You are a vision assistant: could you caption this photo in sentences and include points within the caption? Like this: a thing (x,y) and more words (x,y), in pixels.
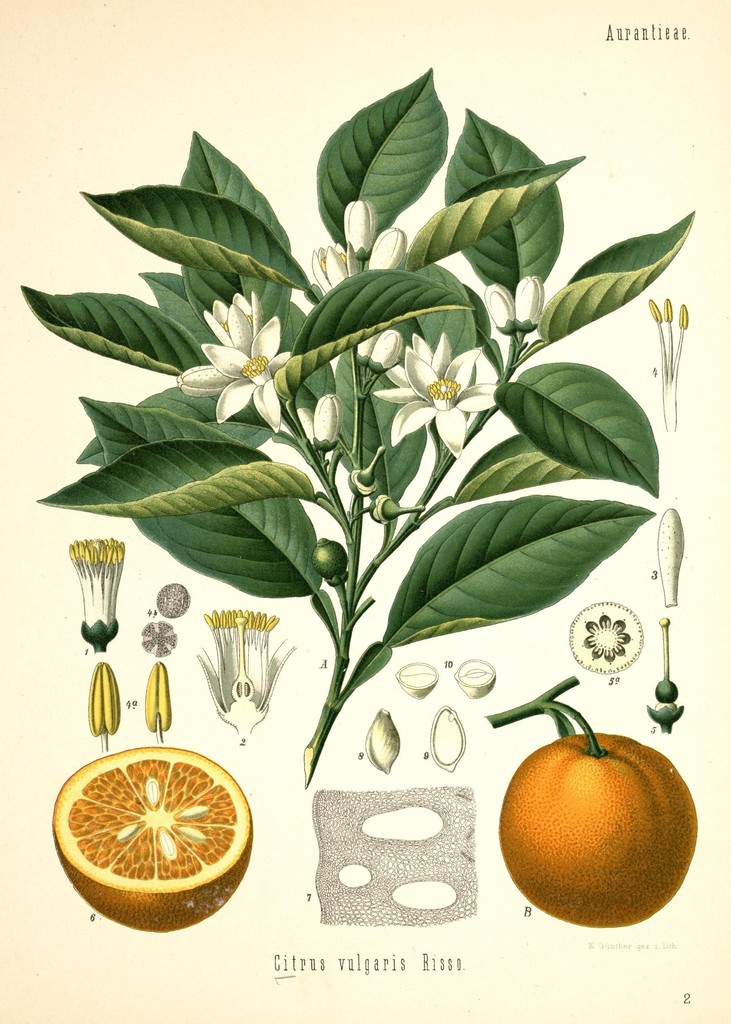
In this picture we can see some leaves (414,622), flowers (395,332) and an orange fruit (600,790), on the left side (130,853) we can see piece of an orange (134,849) and parts of the flower (175,610), there is some text (401,968) at the bottom (382,962).
